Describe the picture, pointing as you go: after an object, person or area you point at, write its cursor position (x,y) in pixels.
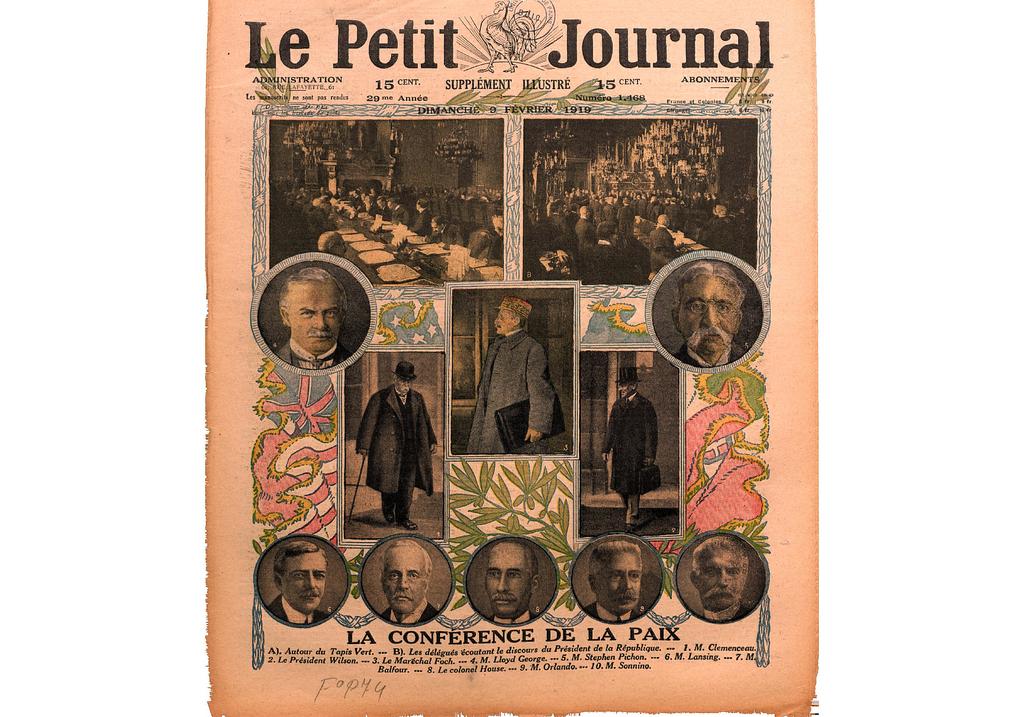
In the image we can see the paper (638,375), in the paper (546,443) we can see pictures (536,450) of the people (539,415) wearing clothes (515,339) and the text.
